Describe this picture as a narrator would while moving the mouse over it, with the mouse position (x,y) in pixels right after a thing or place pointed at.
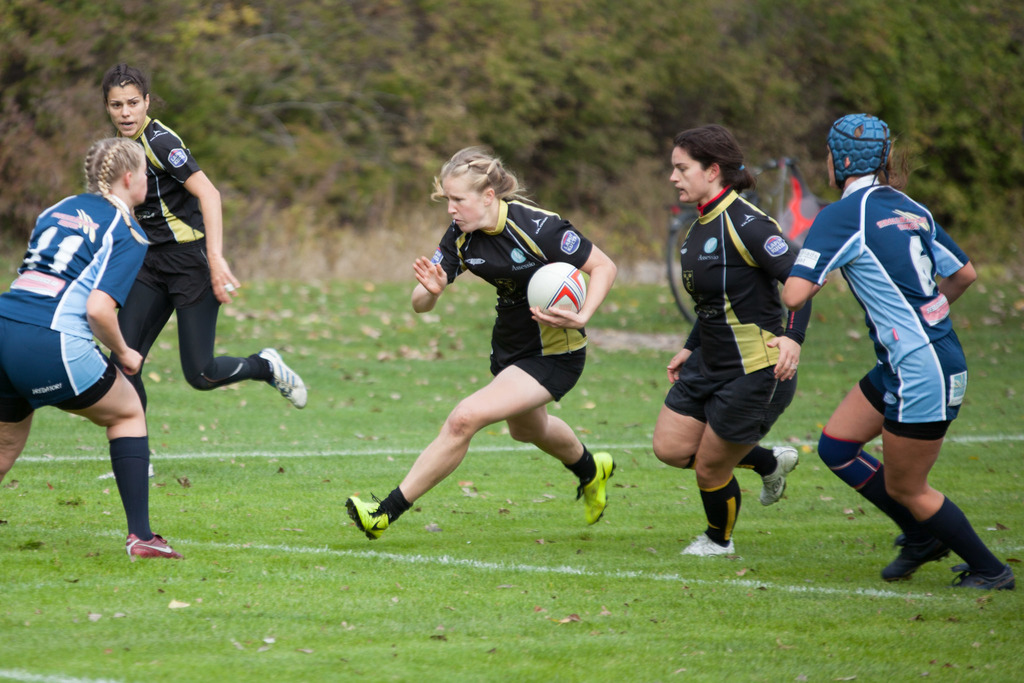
In this picture these five persons (98,247) are running. This person (548,318) holding ball (545,295). This person (844,224) wear helmet (858,160). This is grass (451,570). On the background (568,79) we can see trees (302,60).
